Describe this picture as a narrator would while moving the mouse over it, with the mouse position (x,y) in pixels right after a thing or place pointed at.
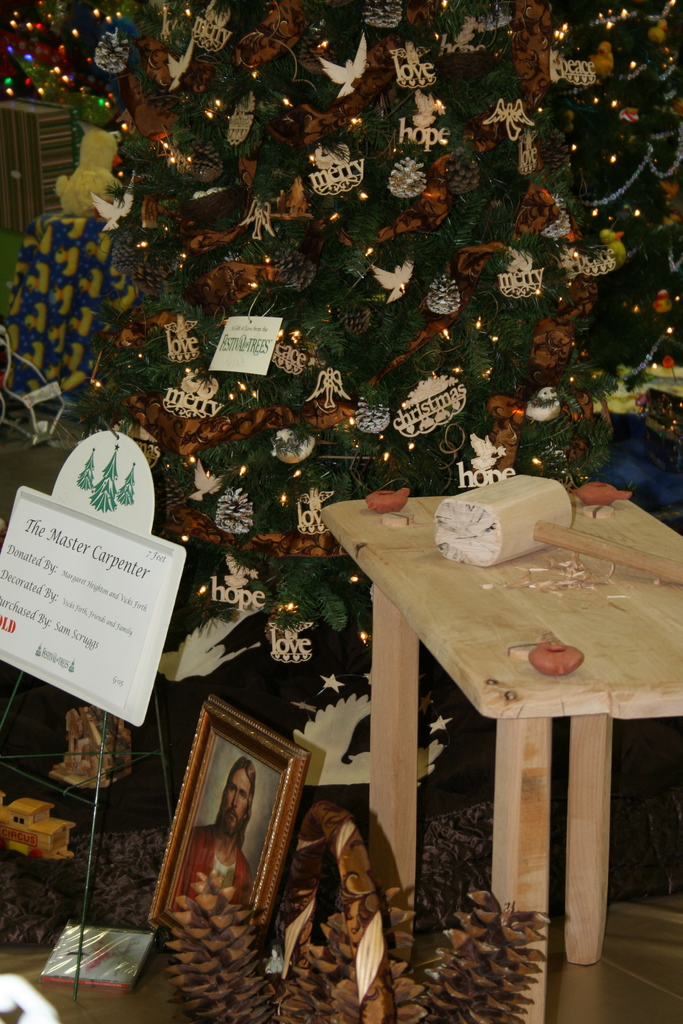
This image consists of a Christmas tree (218,294) and in the bottom (232,766) there is Jesus photo (214,818) and on the right side (516,871) there is a table (572,919). On the left side (44,524) there is a board (96,560) mentioning the master carpenter. This Christmas tree (481,379) has so many Christmas badge like things (524,249). There is box (121,972) in the bottom (87,961) and there are lights (111,18) on the top left corner (58,73).
